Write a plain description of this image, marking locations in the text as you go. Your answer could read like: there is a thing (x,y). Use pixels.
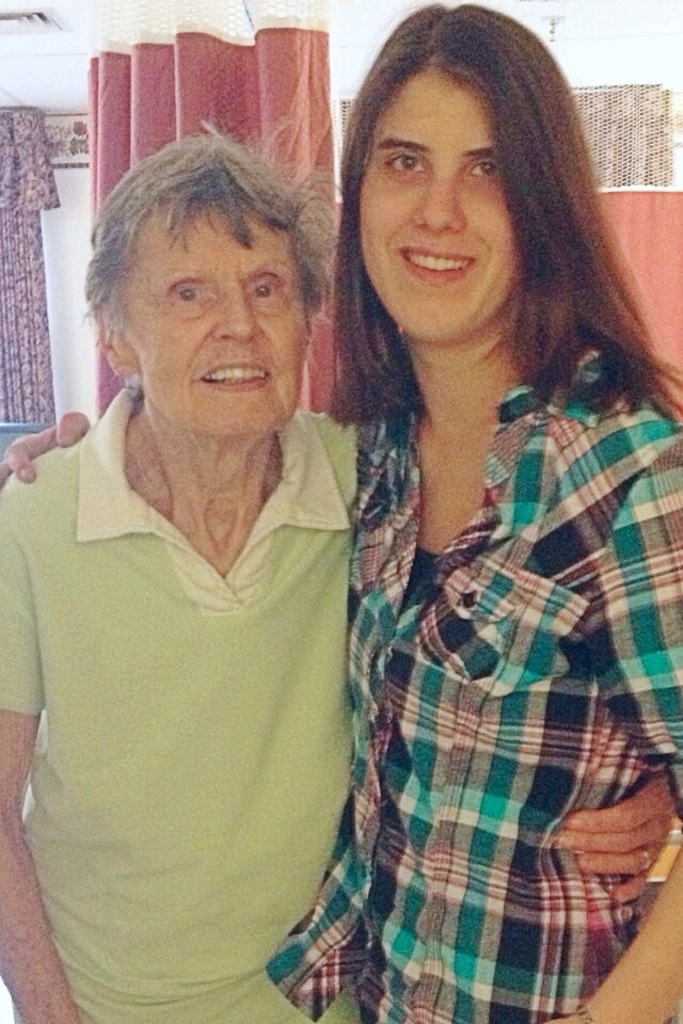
In the image there is an old woman (201,438) in green t-shirt (184,1006) holding the woman (469,142) beside her, behind them there are curtains (15,376) in front of the wall (675,112).
